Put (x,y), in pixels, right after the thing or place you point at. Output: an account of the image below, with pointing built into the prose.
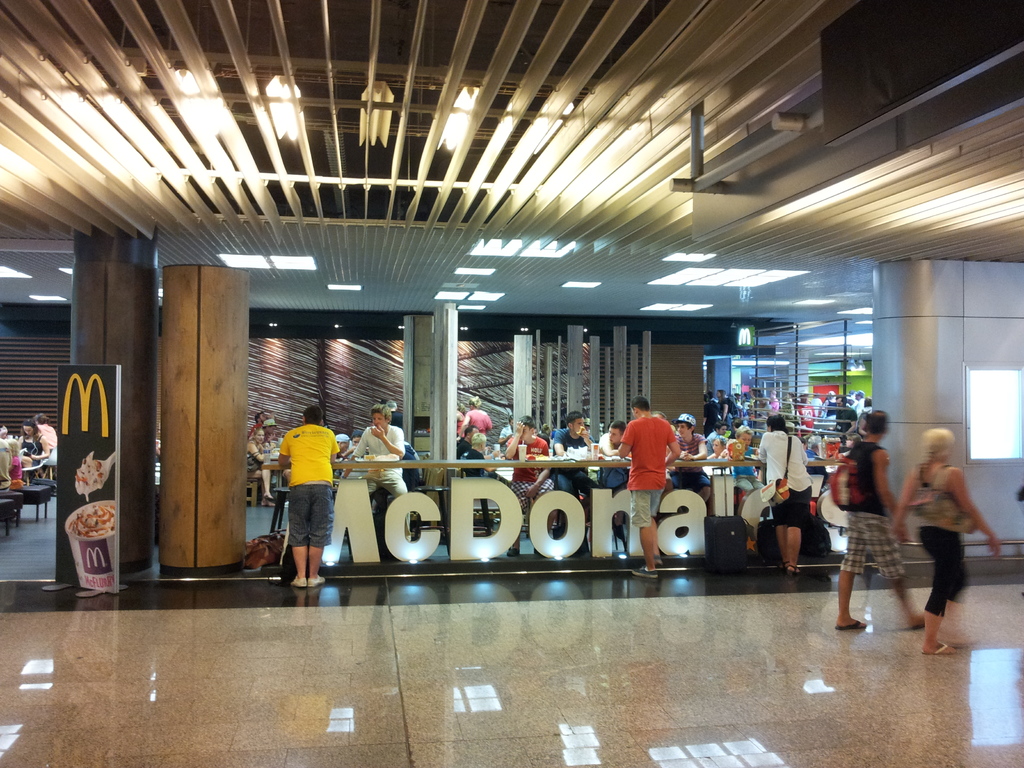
This picture is clicked inside. In the foreground (827,513) we can see the group of persons (637,425) and we can see the text (431,505) on the ground (527,538). At the top (280,113) there is a roof (635,180), ceiling lights (730,270). On the left corner (30,441) we can see the group of persons (14,481) sitting on the chairs (10,497) and there is a banner (98,409) on which we can see the picture of a food item (91,524). In the background (162,376) we can see the wall (666,371), pillar (223,321) and many other items (773,363).
